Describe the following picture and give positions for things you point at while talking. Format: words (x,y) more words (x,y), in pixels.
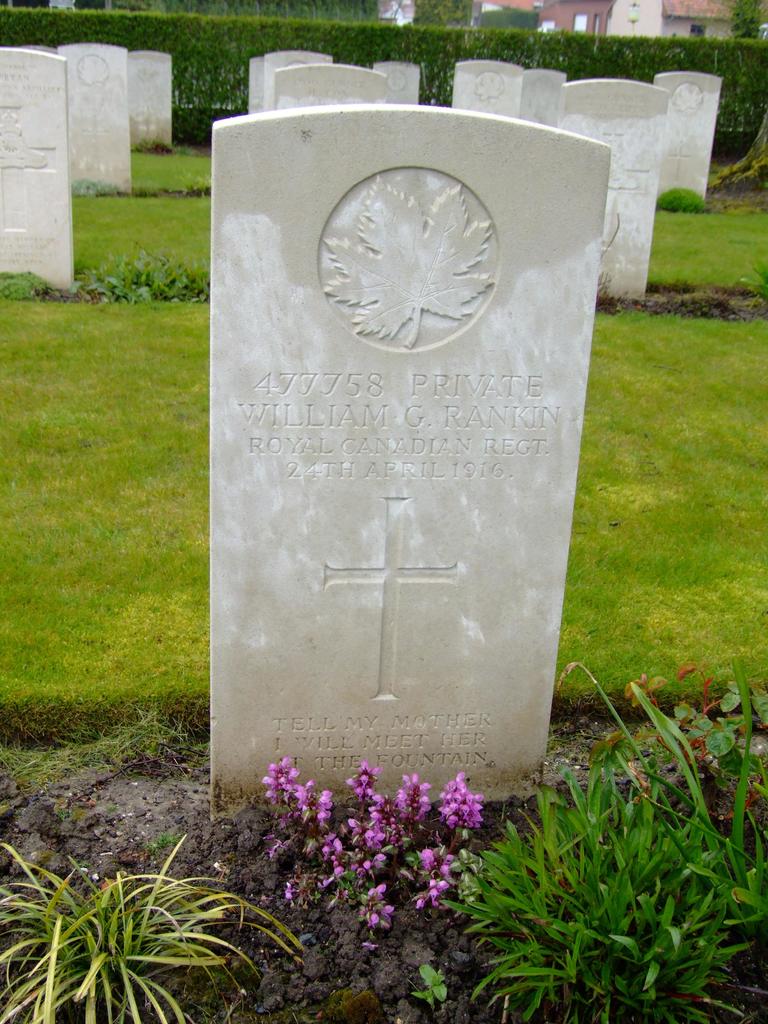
In this picture I can see grave stones (416,718), plants (718,1002) and flowers (323,852), and in the background (705,17) there are buildings (581,18).
